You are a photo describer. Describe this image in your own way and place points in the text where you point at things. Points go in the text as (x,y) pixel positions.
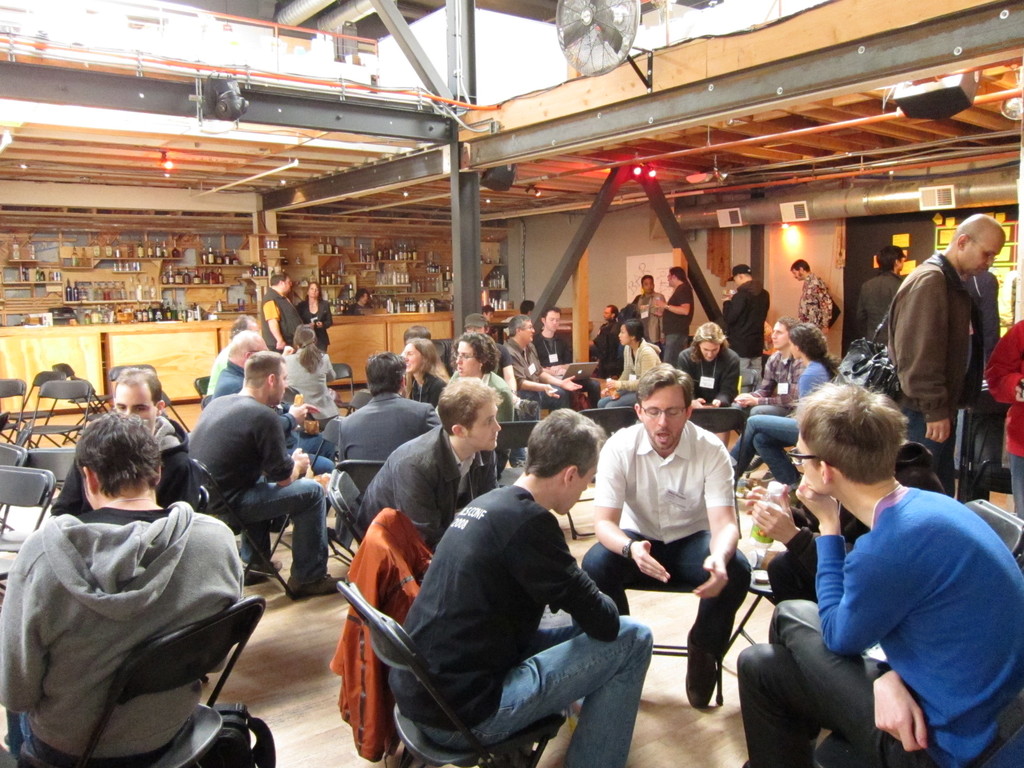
In this picture I can see number of people (544,389) in which most of them are sitting on chairs (358,460) and rest of them are standing. On the left side of this image (11,386) I can see few empty chairs (46,393). In the background (226,256) I can see number of bottles (201,274) on the racks (81,252). On the top of this picture (220,121) I can see the ceiling (566,160) on which there are few lights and I can see a fan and I see few rods (612,130).
